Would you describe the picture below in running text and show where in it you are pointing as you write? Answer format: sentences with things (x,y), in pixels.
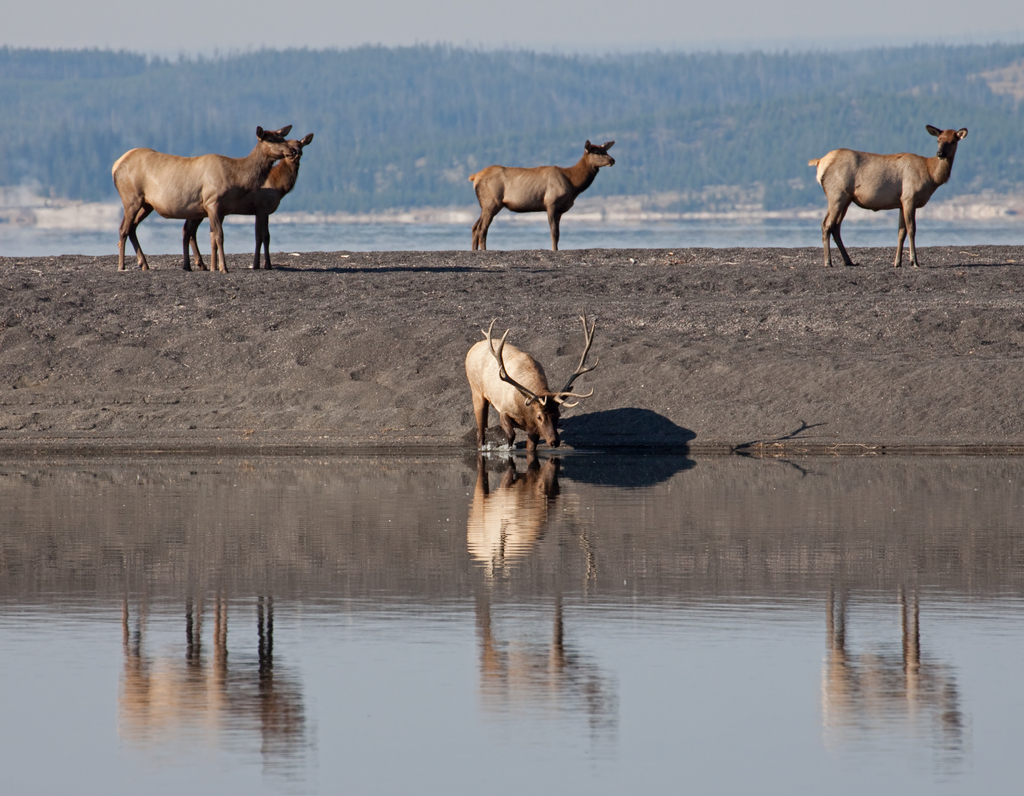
There is water (408,536) at the bottom side of the image (416,545) and a deer (539,380) drinking water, there are animals (549,219), it seems like water (642,219), trees (669,130) on the slope ground (602,130) and the sky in the background area (454,200).
